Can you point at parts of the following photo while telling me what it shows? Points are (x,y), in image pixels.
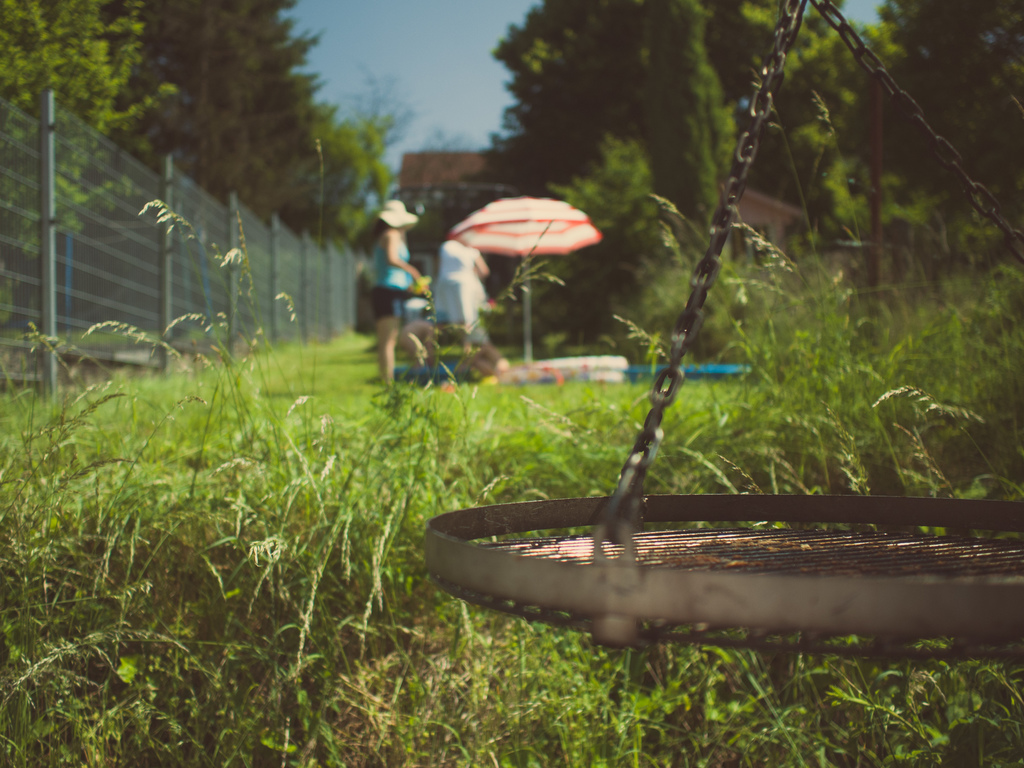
In this image I can see two persons (385,290) standing. The person (385,290) in front wearing blue shirt (398,283), black short (394,293). I can also see an umbrella (556,215) in white and red color, background (379,78) I can see trees (379,165) in green color and sky (395,77) in blue color.
